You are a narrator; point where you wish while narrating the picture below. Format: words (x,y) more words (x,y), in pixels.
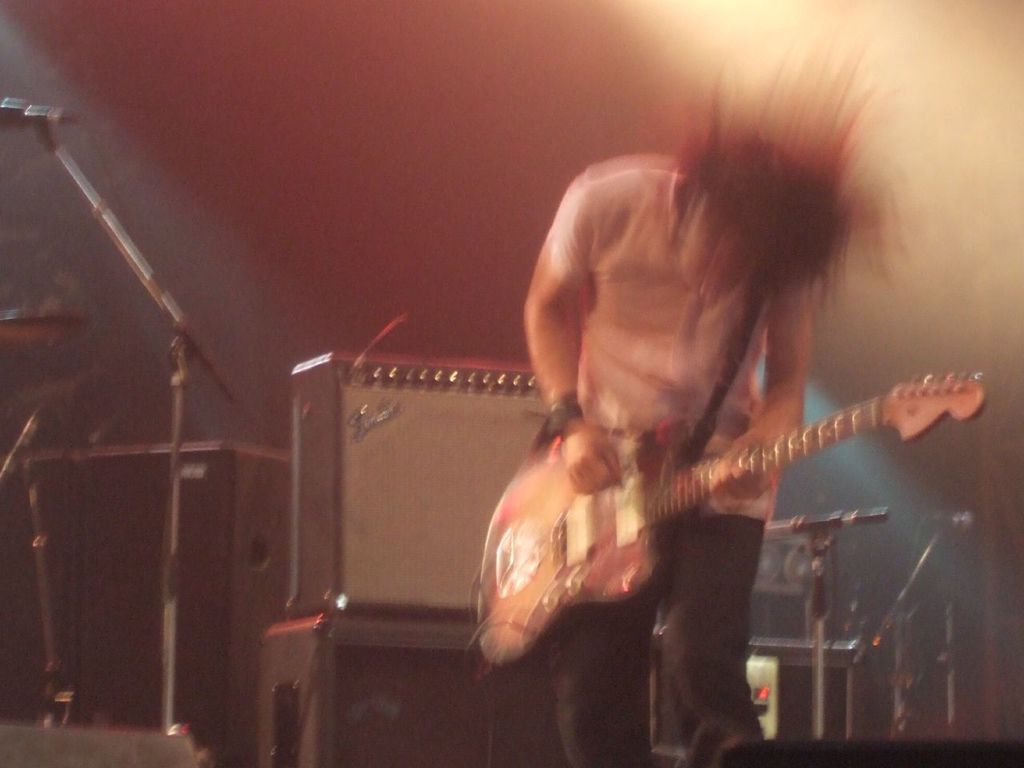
There is a person (727,684) standing and he is playing a guitar (518,629). There is a microphone (14,103) at the left side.
